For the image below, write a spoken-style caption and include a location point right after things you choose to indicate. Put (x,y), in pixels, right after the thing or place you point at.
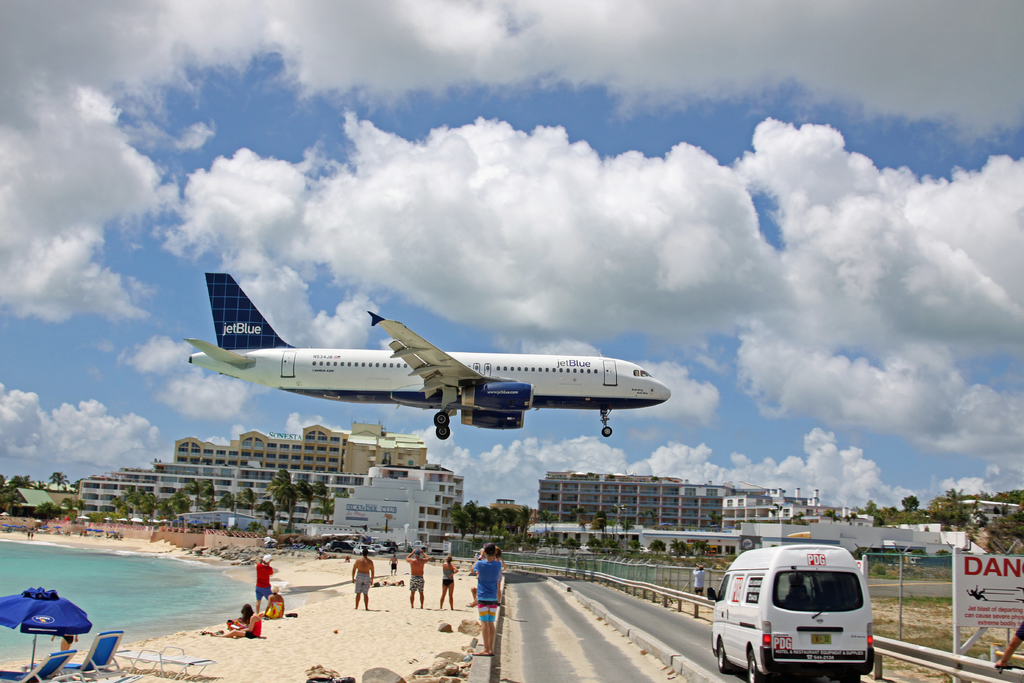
In this image, we can see an aeroplane (475,382) in the air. At the bottom (903,533), we can see buildings (935,542), trees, people (276,590), vehicles (732,647), roads (601,629), sand (340,650), water (103,587), poles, board (1010,593), grass (918,610), plants (898,566), chairs (125,678), umbrella (43,624) and few objects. Background we can see the cloudy sky (404,272).
